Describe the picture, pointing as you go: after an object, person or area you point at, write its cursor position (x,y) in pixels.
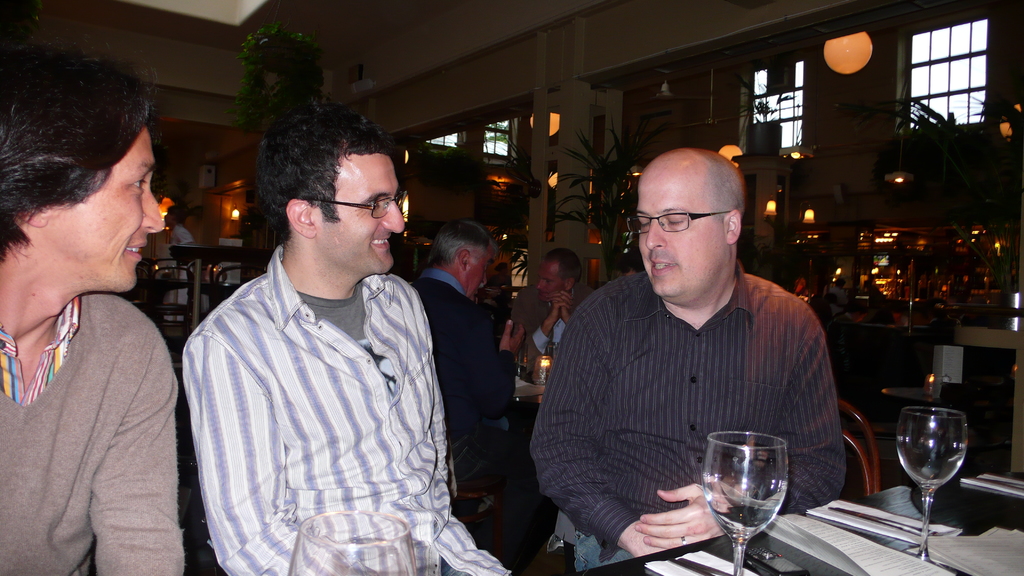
In this image we can see a few people (540,414), there are tables (800,562), chairs (854,455), on the tables (906,502) there are glasses (926,519), papers (879,568), candle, there are lights (838,68), pillars (770,157), walls (815,164), house plants (935,139), also we can see the roof (405,18).
